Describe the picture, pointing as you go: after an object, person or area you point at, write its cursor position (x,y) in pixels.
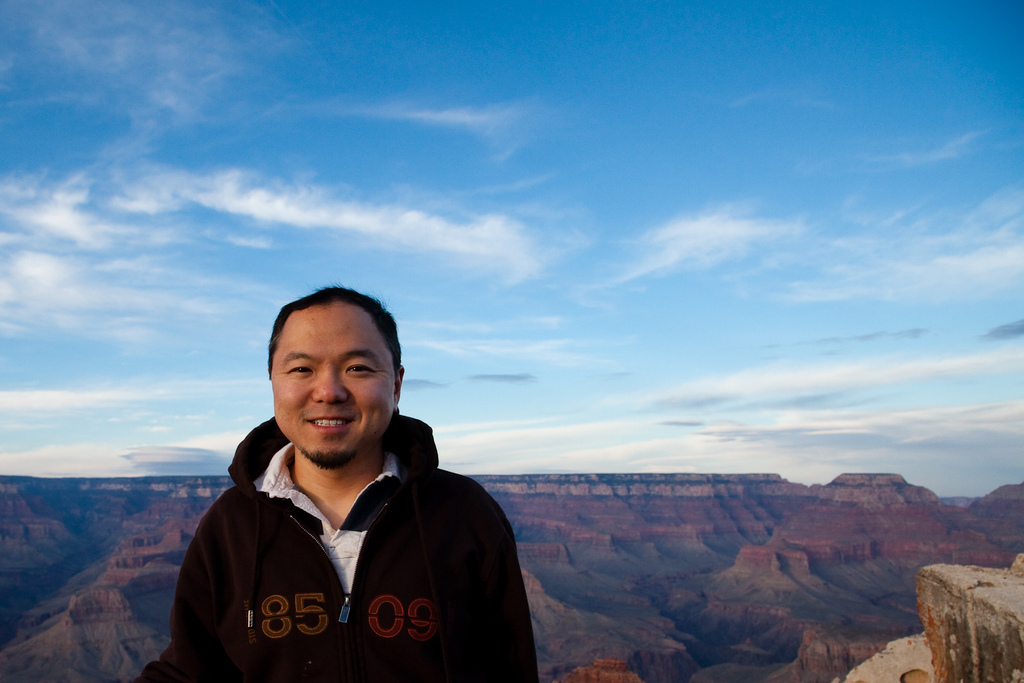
In the middle of the image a man (230,658) is standing and smiling. Behind him there are some hills (886,609). At the top of the image (488,44) there are some clouds (167,117) and sky (116,237).
